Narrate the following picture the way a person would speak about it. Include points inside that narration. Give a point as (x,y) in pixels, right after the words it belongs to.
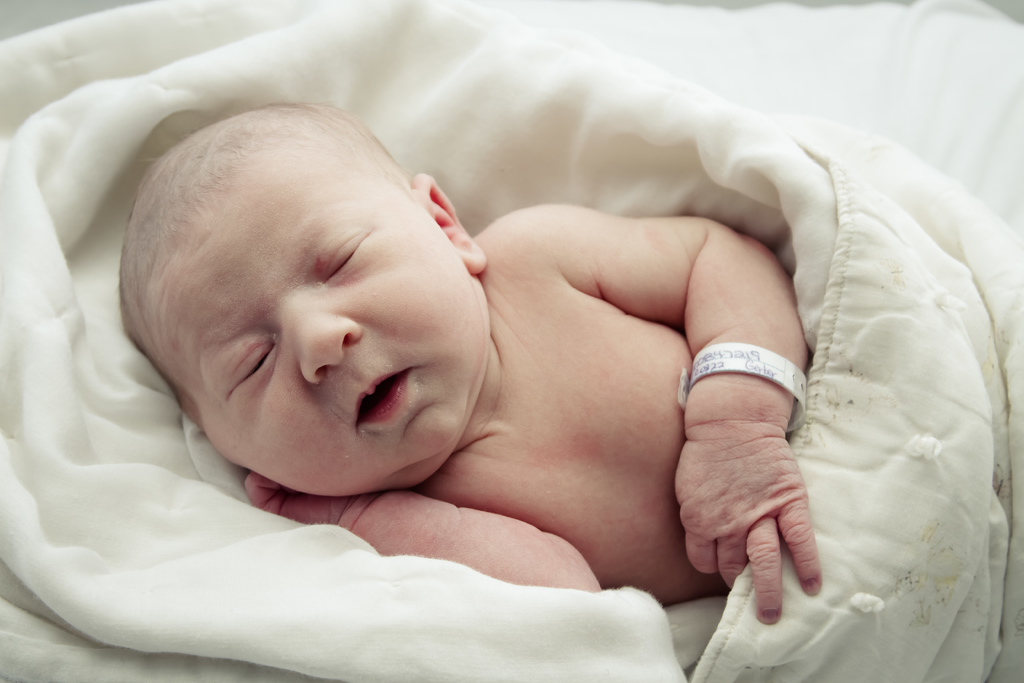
In this image we can see a baby (452,489) is sleeping in the white blanket (468,660).
